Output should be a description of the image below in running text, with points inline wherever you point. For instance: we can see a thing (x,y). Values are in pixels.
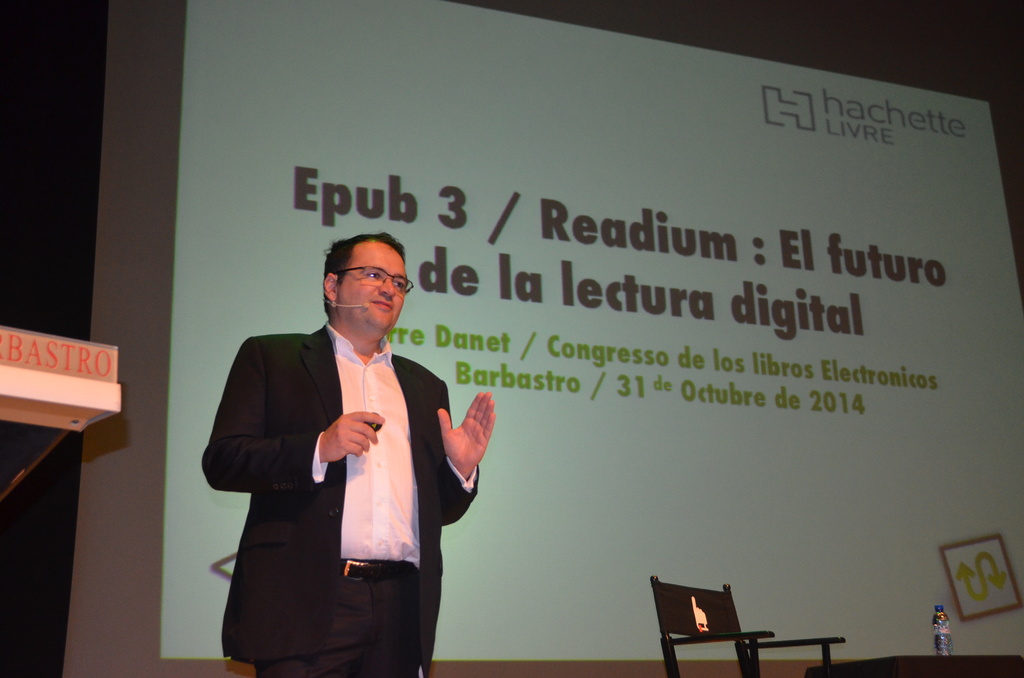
In this image I can see a person (326,463) wearing white and black colored dress (372,454) is standing. I can see a chair (670,597), a table (885,667), a water bottle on the table (900,667), a huge screen (782,421) and the black colored background (38,70).
